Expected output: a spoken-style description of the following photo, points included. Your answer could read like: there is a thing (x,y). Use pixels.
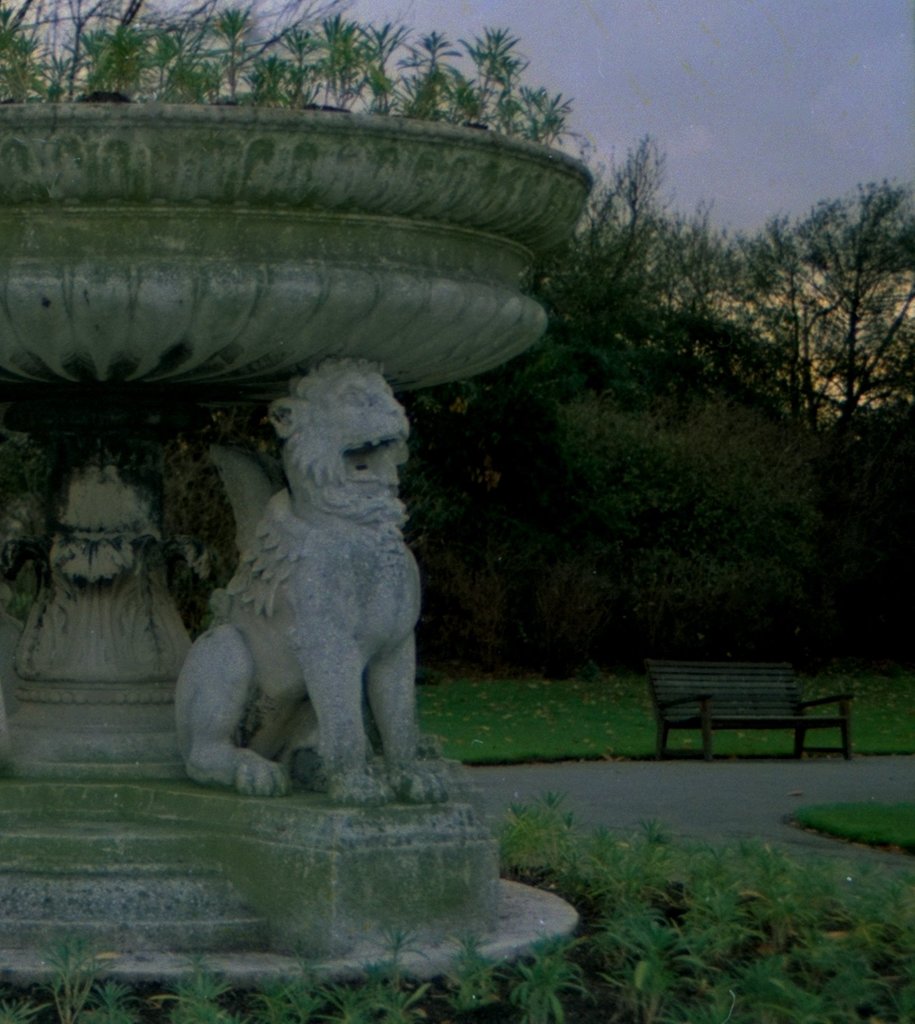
There is a sculpture of a lion (305,627) in this picture. There is a bench (660,700) in the park (608,702). There are some trees (645,315) and sky (699,72) in the background (656,86).
